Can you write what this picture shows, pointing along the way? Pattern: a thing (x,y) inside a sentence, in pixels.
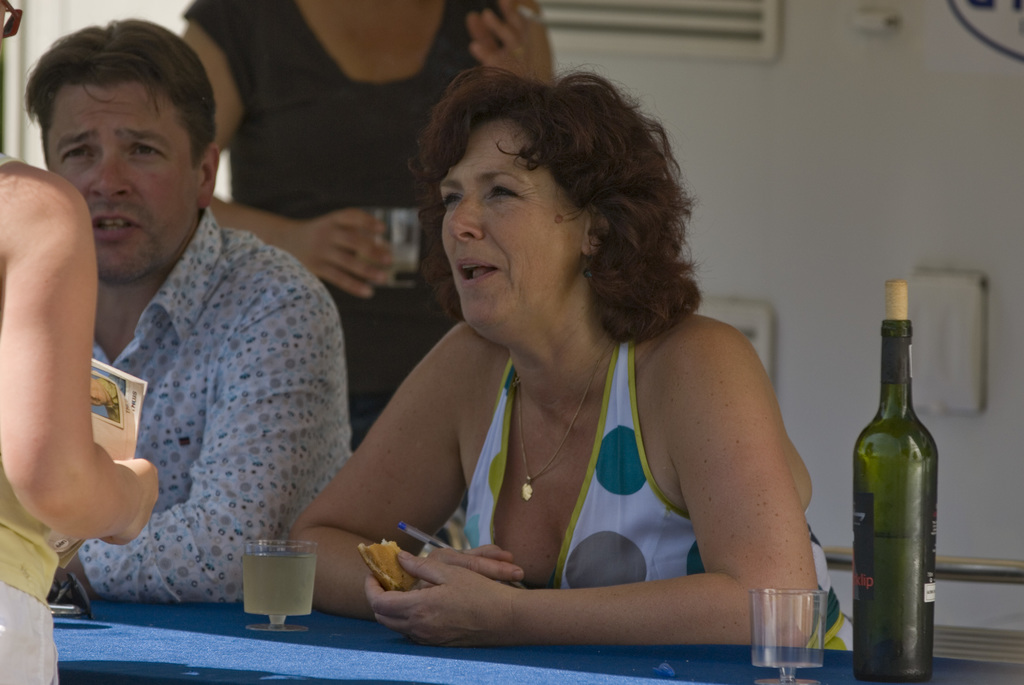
There is a woman (479,339) sitting on the chair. She is holding a food (407,590) and also she is smiling. Beside of her there is a person (322,347) sitting. He is wearing a shirt (287,354) the right side of an image (786,611) there is a bottle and also glass (785,597) behind them there is a wall (837,365).
